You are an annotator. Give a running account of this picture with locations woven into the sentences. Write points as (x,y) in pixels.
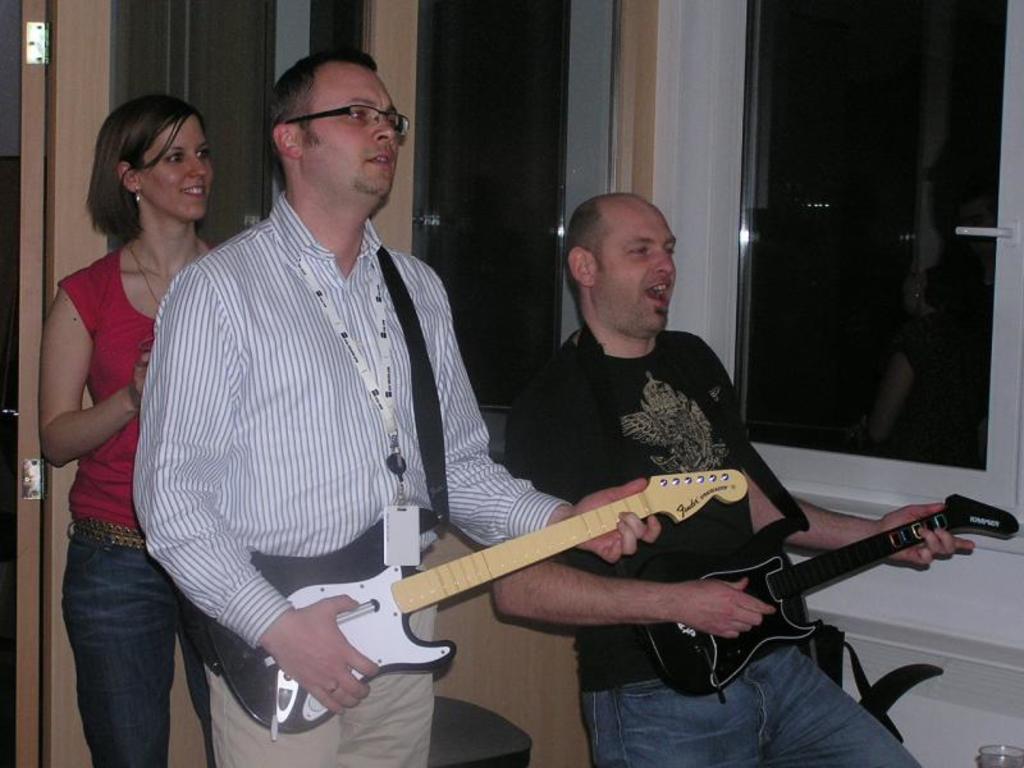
This picture shows two men (620,586) Standing and playing guitar (714,492) holding in their hands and we see a woman (142,380) standing with a smile (186,192) on her face (175,177).
